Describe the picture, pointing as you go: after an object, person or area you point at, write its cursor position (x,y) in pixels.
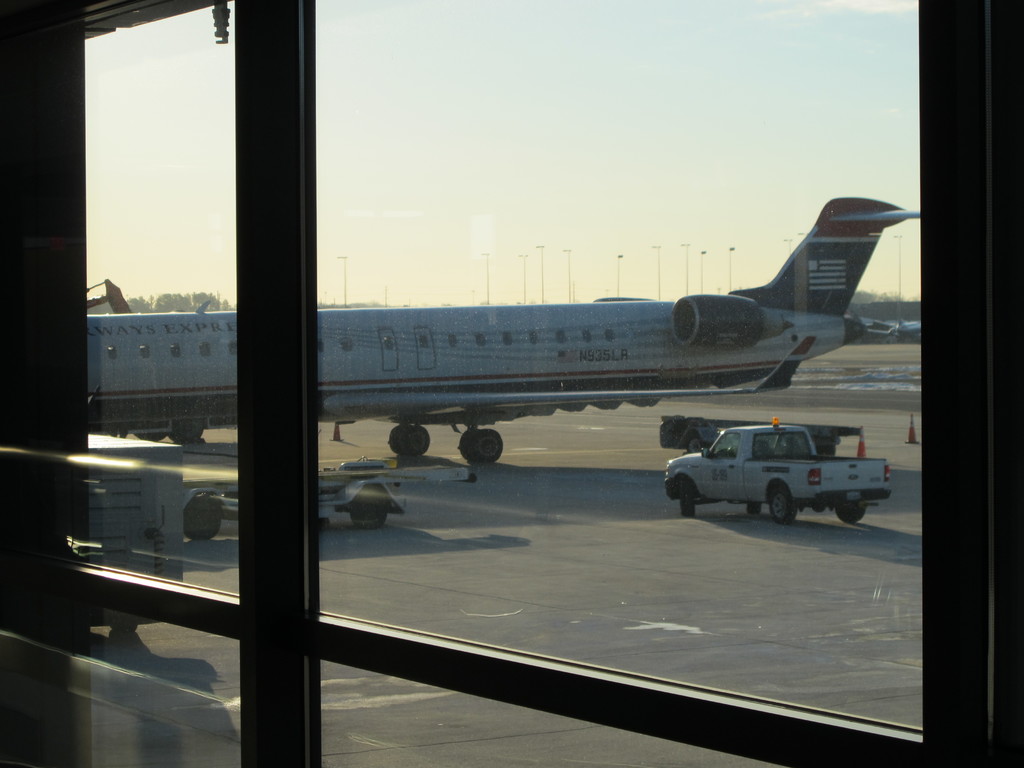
In this image we can see a glass door (408,758) and behind the glass door (551,527) we can see a vehicle (792,450) and also an air plane (535,377) on the land (614,531). Sky (651,113) is also visible.
